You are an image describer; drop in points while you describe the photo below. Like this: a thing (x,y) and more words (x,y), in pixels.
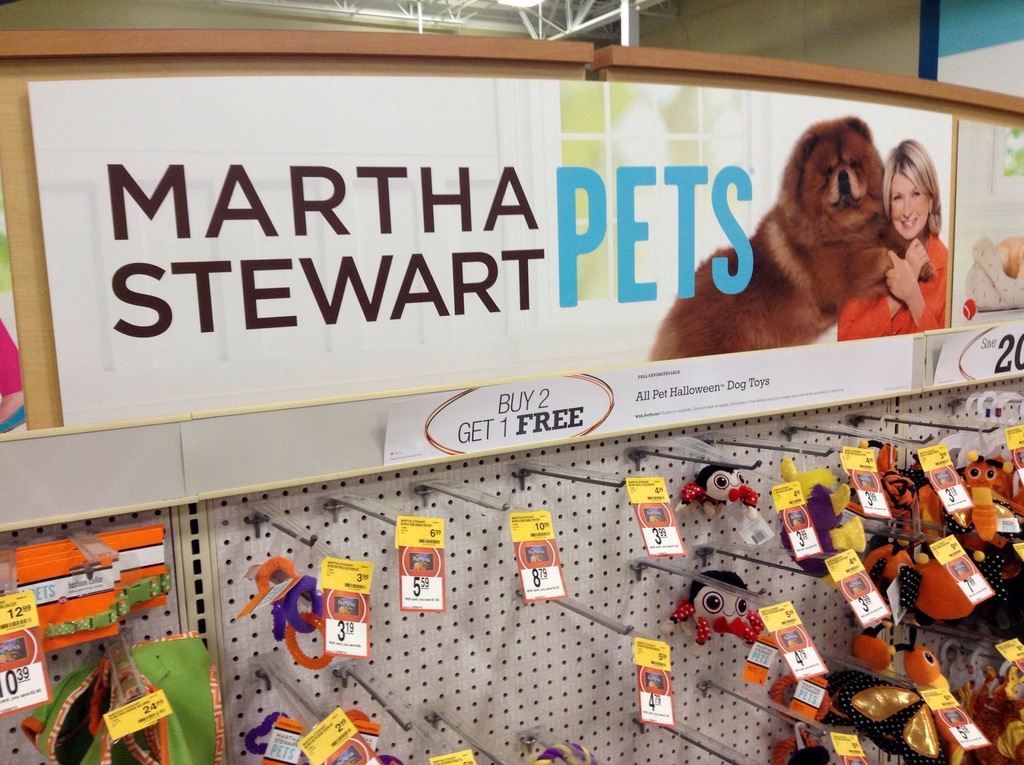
Here we can see a board (599,562) and there are hoardings (390,178) at the top (463,213). We can see hangers (575,607) attached to the board (419,694) with some items (919,749) and price tags (555,583). In the background (402,13) we can see poles (420,18) and wall (870,51).
